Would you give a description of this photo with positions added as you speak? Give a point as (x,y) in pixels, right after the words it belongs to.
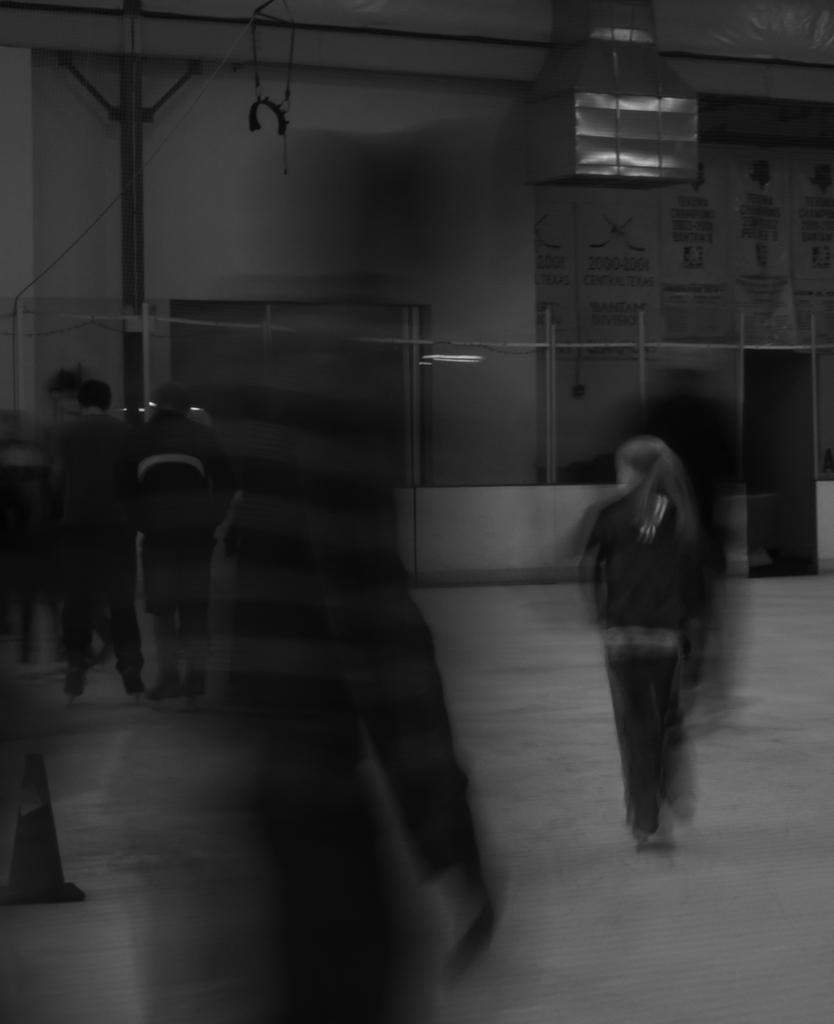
In this image there are a group of people (242,663) who are walking on the floor (605,761), and in the background (451,222) there is a wall (236,231), poles (133,190), ropes (266,15) and fence (533,395) and one machine (615,71).
